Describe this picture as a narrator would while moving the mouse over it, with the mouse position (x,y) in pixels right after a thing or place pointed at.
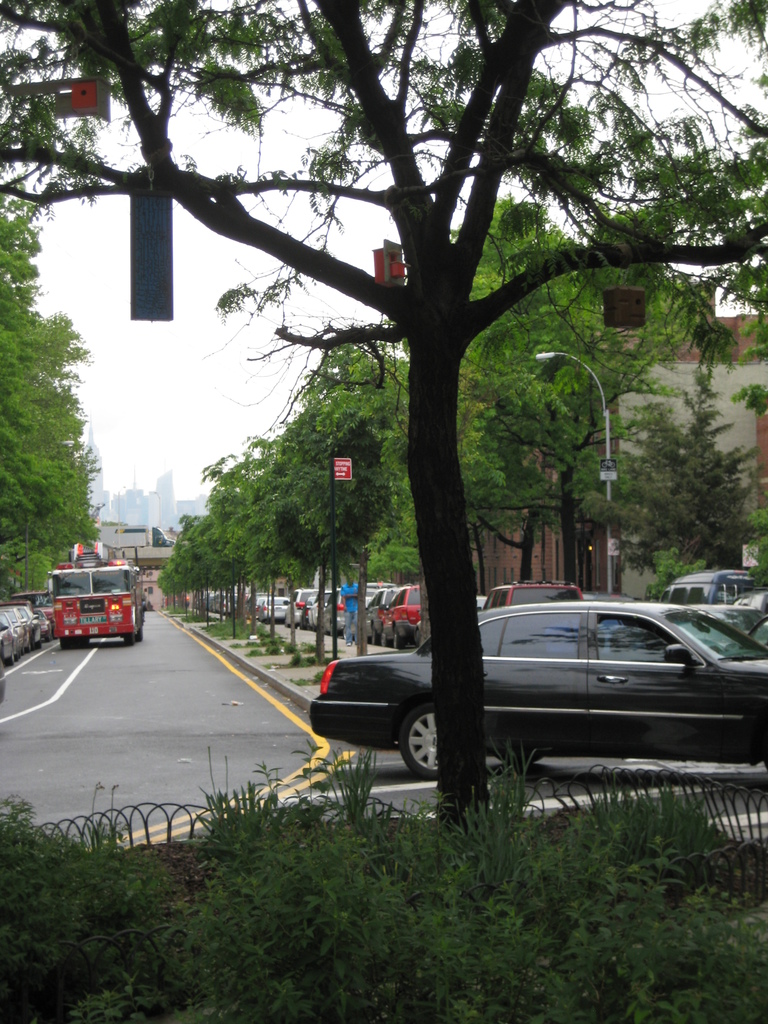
In this image there is the sky (150,367) towards the top of the image (203,326), there are buildings (155,507), there are trees (284,509), there is a tree (424,284) towards the top of the image (436,293), there is a road (139,717), there are vehicles (398,670) on the road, there are plants (307,936) towards the bottom of the image (376,921), there is a pole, there is a streetlight (610,525).
